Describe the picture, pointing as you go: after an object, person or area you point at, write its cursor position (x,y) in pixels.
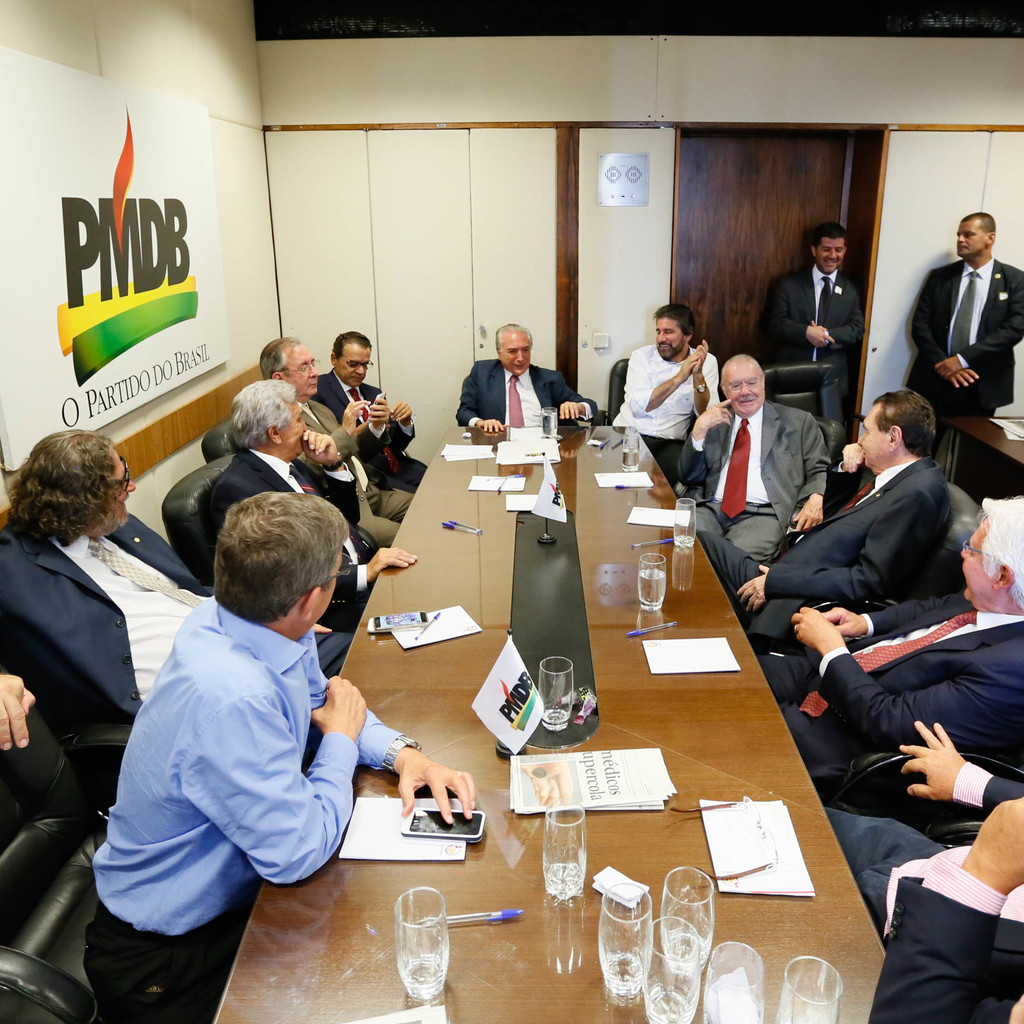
In this image I can see number of persons (240,521) are sitting on chairs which are black in color in front of a brown colored table (445,667). On the table (483,744) I can see few glasses (551,427), few papers (637,521) and few other objects (554,485). In the background (1004,336) I can see few persons (856,338) standing, the wall (445,208), the board (166,203) and the door (739,232).
